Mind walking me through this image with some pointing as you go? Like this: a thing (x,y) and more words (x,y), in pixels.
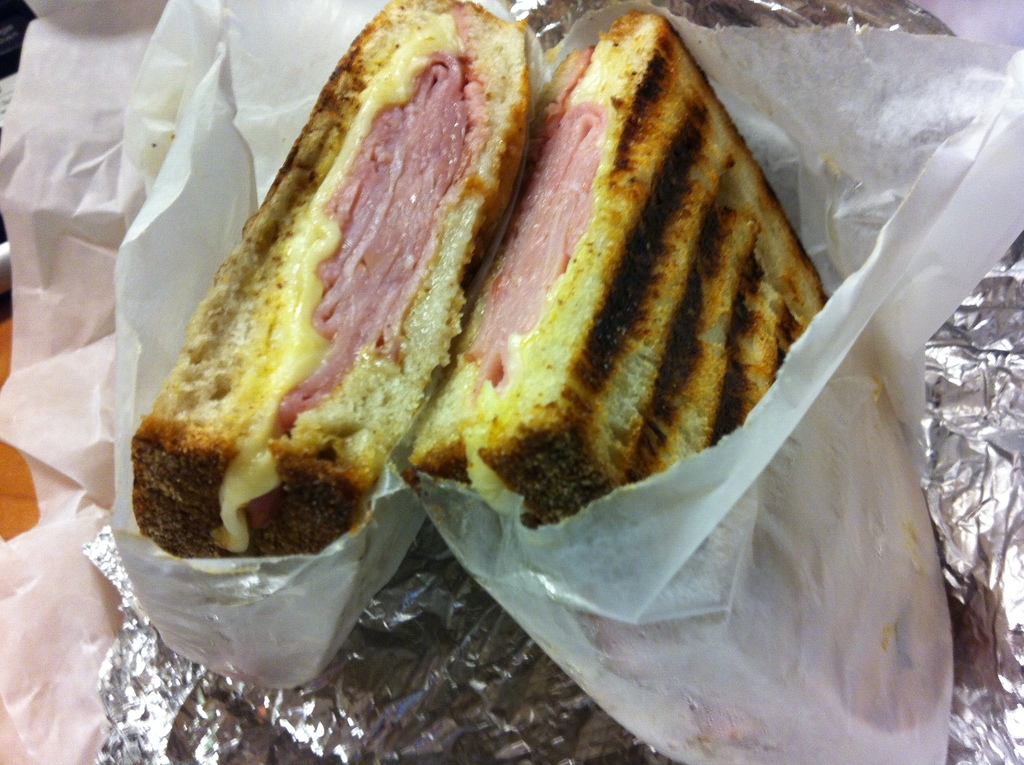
In this image we can see food item (522,380) which is in white color paper (1004,101) and there is silver foil (411,707).
